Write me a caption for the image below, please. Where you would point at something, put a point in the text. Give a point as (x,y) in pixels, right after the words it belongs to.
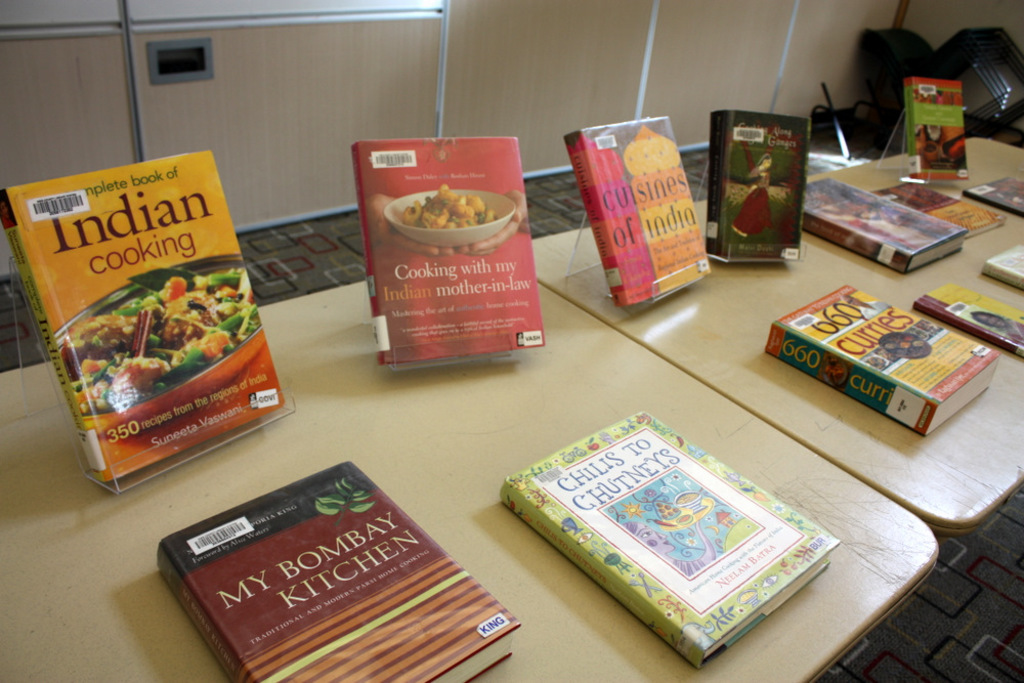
In this image I can see few books (754,539) on the table (508,408) and the books (199,431) are in multi color and the table (918,520) is in cream color. Background (544,51) I can see the wooden wall (485,112).
